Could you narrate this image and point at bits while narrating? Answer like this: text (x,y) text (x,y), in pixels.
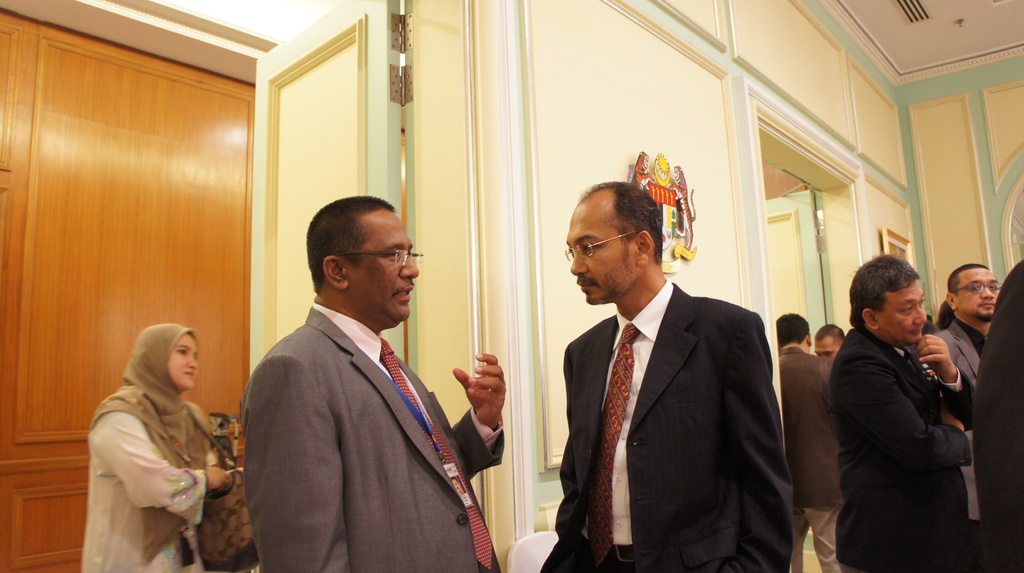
In the image there are a few people (579,487) standing. In front (412,491) there are two men (596,374) with spectacles (616,239). Behind them there is a wall (632,66) with doors (309,217) and a frame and also there is a logo (663,196) on it. On the left side of the image (132,180) there is a wooden wall (83,315).
